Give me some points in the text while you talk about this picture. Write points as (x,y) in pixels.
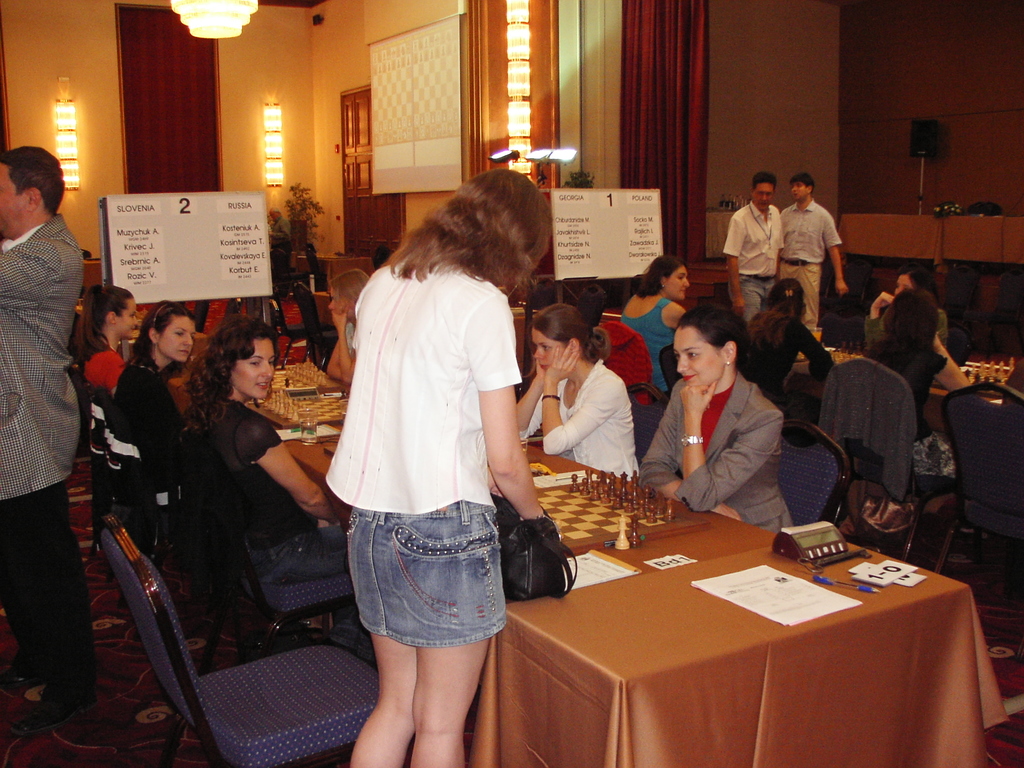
In this image, There is a table (812,626) which is covered by a brown color curtain (728,634) on that table (707,600) there is a chess board (592,522) and there are some people (685,462) sitting on the chairs (828,382) and in the back ground (73,158) there is a lights (71,112) in yellow and there are some curtains (168,90) in red color.
